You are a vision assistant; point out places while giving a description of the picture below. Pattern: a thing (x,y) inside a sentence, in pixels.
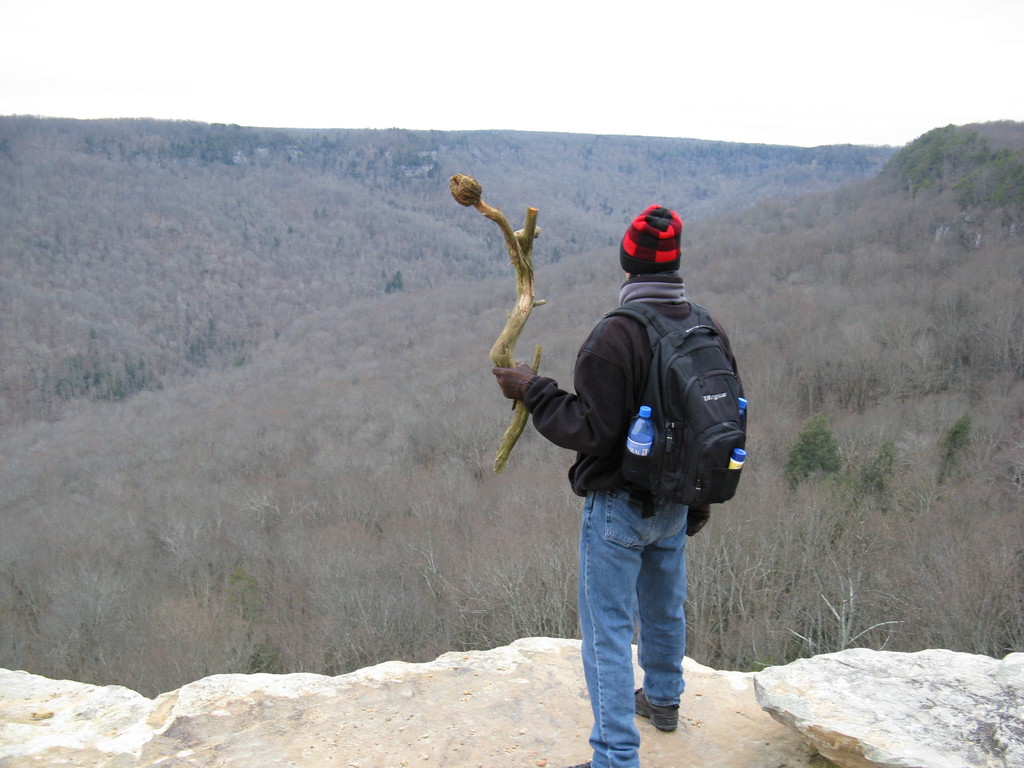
In this picture I can observe a man (612,539) standing. He is wearing black color bag (669,386) on his shoulders (641,332). In the background (235,253) I can observe some plants (434,464) and sky (343,100).
